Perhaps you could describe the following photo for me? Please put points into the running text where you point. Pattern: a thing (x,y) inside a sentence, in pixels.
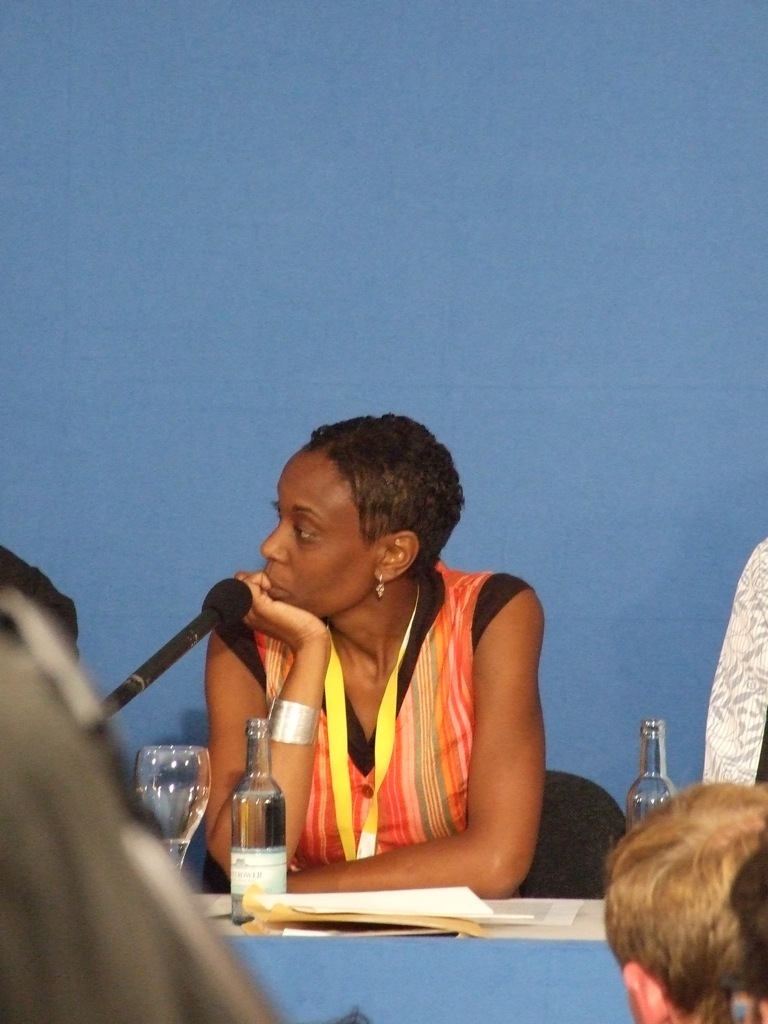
In this picture, we see woman (418,816) sitting on chair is wearing yellow ID card (381,721). In front of her, we see a table (377,971) on which book (300,923), glass bottle (266,885), microphone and glass (204,781) are placed. On right bottom of picture (643,860), we see man (666,965) sitting on chair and behind her, we see a blue wall (418,235).
